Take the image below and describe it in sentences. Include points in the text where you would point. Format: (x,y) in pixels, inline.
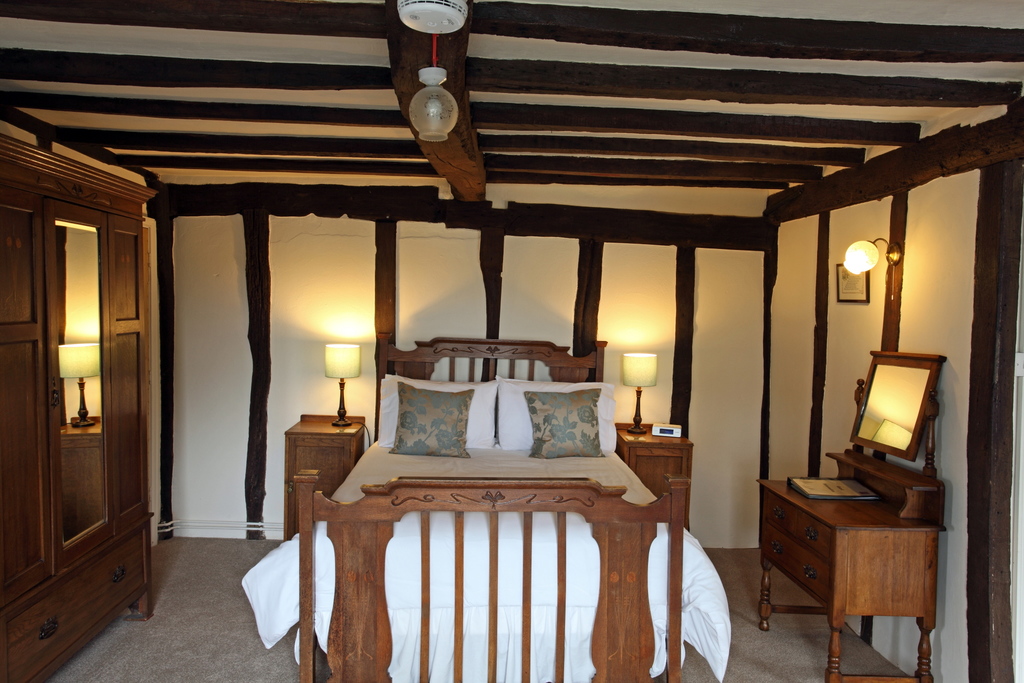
In this image, we can see a room (653,549) with a bed (497,356) and some pillows (517,414). We can also see some lamps (637,409). On the left (34,300), we can see a wardrobe (45,283) and on the right (853,469), we can see a table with a mirror (886,413) on it. We can also see the wall (838,240) with a lamp (873,264) and frame (847,280) on it. We can also see the roof (476,114).
